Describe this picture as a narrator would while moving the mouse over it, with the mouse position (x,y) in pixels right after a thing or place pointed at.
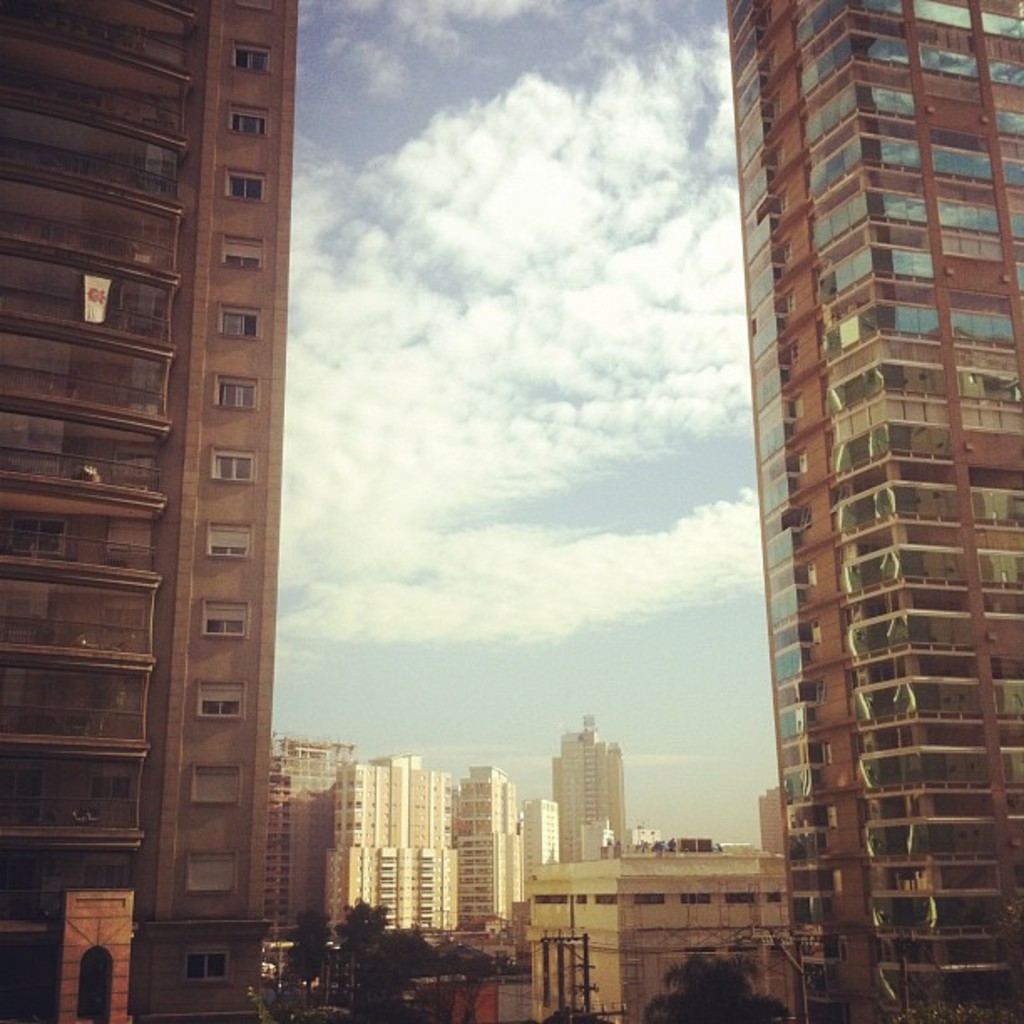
In the image there are buildings (933,256) on either sides with many buildings (356,875) in the background (502,889), this seems to be a city (83,82) and above its sky (570,647) with clouds (552,444).
